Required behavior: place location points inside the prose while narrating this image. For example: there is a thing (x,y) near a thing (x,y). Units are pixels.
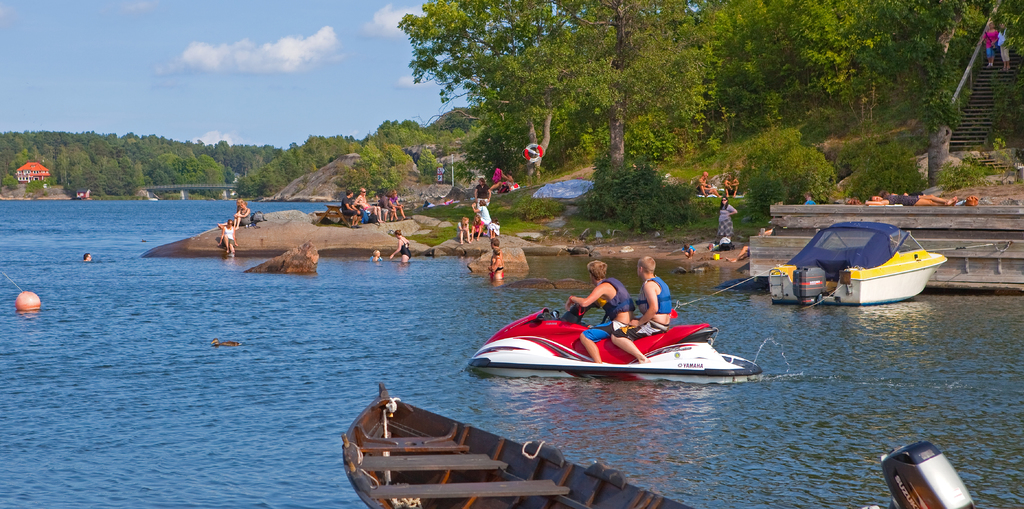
In this image I can see few boats (439,422) on the water (580,394) and I can see two persons (599,332) are sitting on the speed boat (570,362). I can see the group of people (480,211) and few people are in the water (357,297). To the right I can see two persons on the stairs (973,109). To the left (27,182) I can see the house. In the background (913,94) I can see many trees (893,96) and the sky (215,99).
